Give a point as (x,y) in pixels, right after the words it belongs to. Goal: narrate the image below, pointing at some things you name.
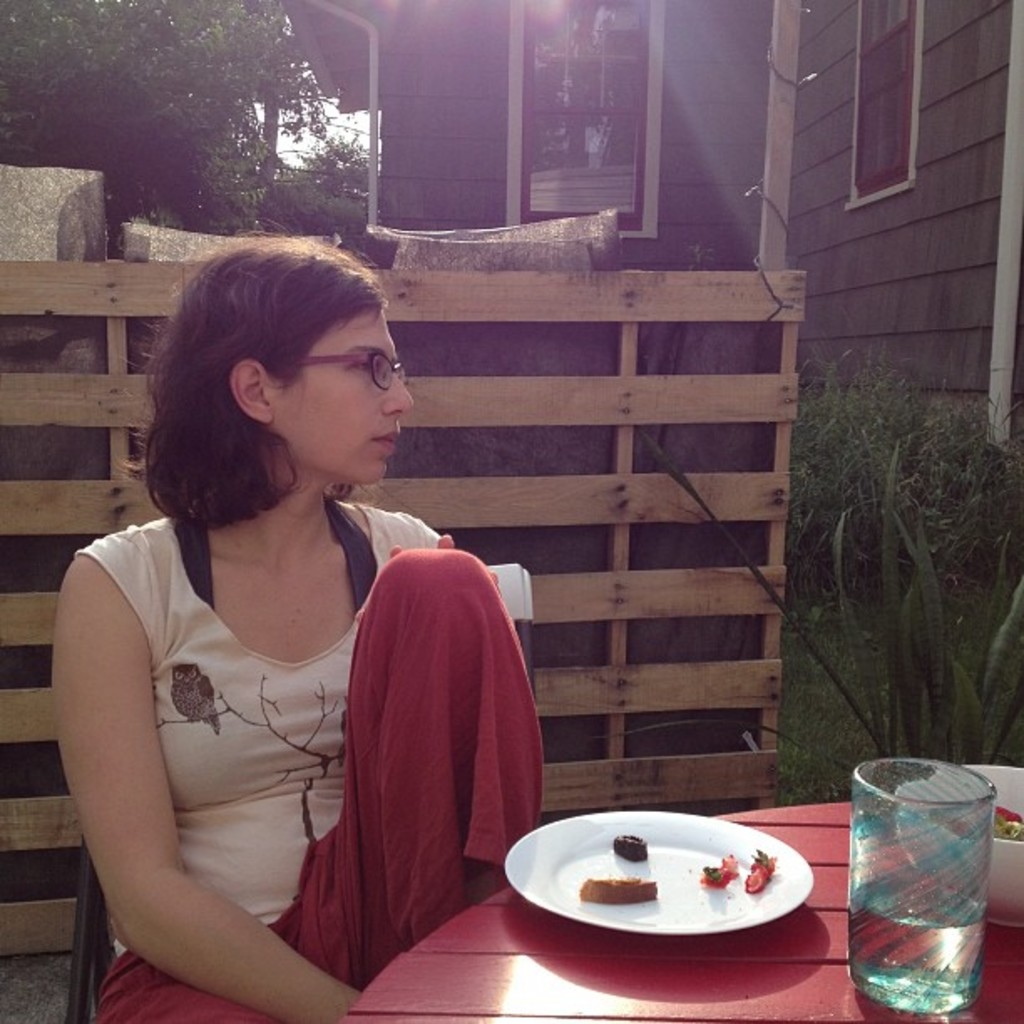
A lady (252,645) wearing a specs (364,360) is sitting on a chair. In front of her there is a red table (717,965). On the table (732,977) there is a plate (681,869) and food items (707,876). A glass (882,882) and a bowl (1012,849) is also there. Behind her there is a wooden fencing (609,381) and building (595,93) and trees (179,76) are there.
